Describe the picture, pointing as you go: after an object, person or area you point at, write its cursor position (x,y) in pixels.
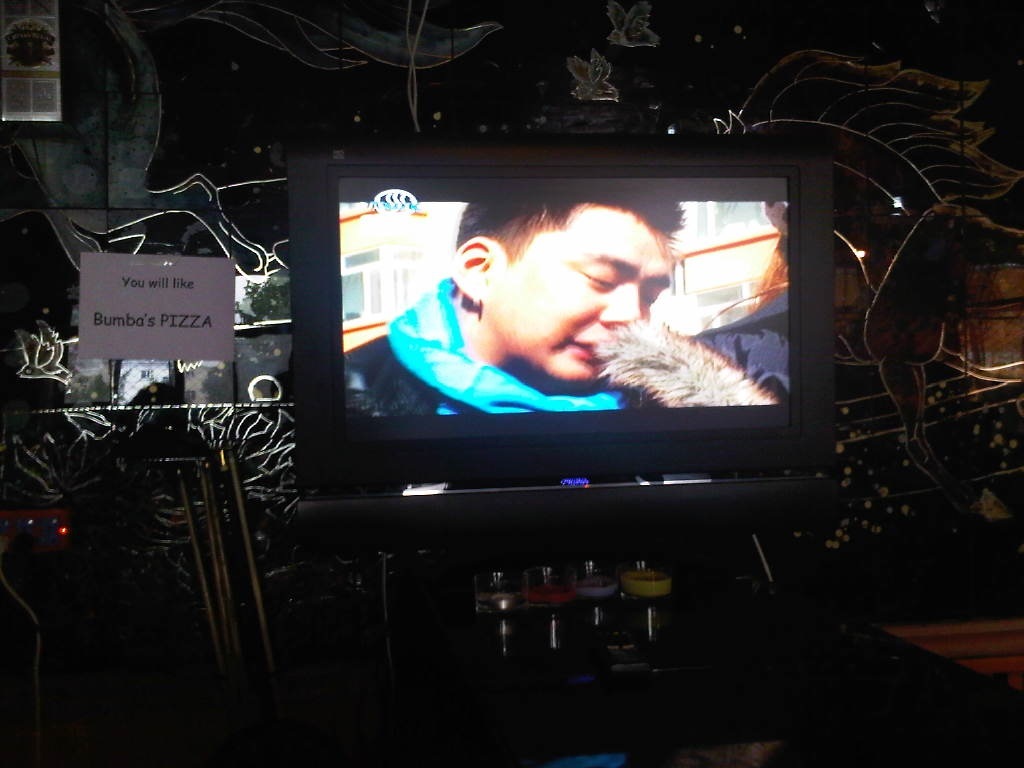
In this image we can see a monitor (317,306) in which we can see a person (643,316). Here we can see the socket (57,528) to the wall (59,569), paper (122,355) and some glasses (605,582) here. The background of the image (940,524) is dark.
